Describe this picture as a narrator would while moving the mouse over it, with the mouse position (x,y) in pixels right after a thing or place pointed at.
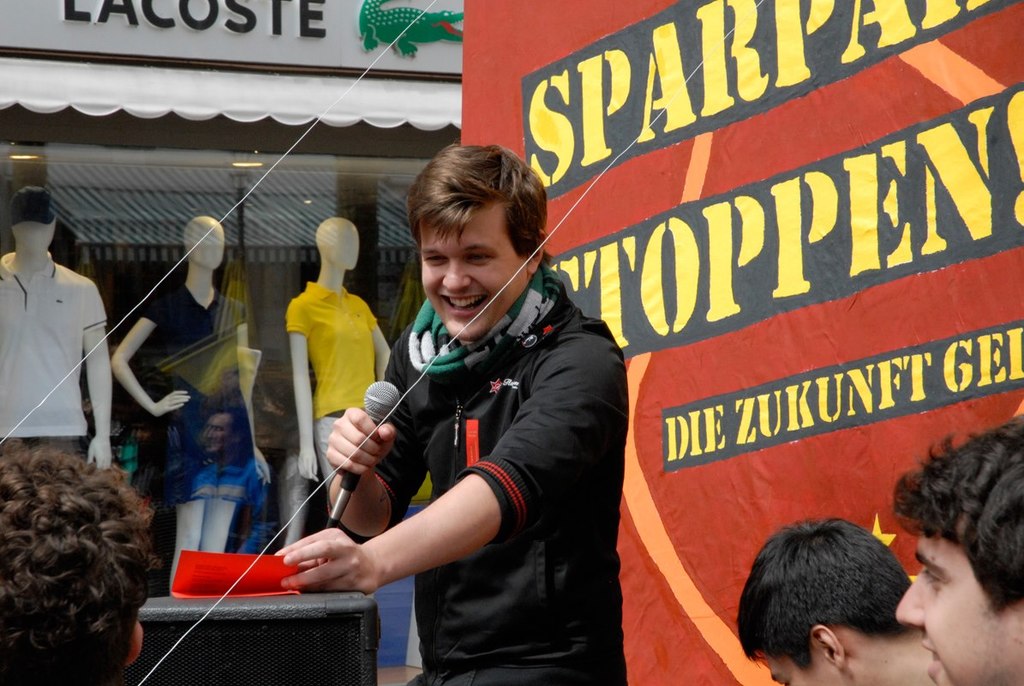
In this image there are people (502,587). The man (600,583) standing in the center (390,391) is holding a mic (348,476) and a paper (202,580) in his hands (361,459). There is a speaker (361,621) and we can see a board (866,501). In the background (291,138) there is a store (259,11) and we can mannequins (301,357) in the store (287,125). There are clothes (176,357) placed on the mannequins (128,366).
